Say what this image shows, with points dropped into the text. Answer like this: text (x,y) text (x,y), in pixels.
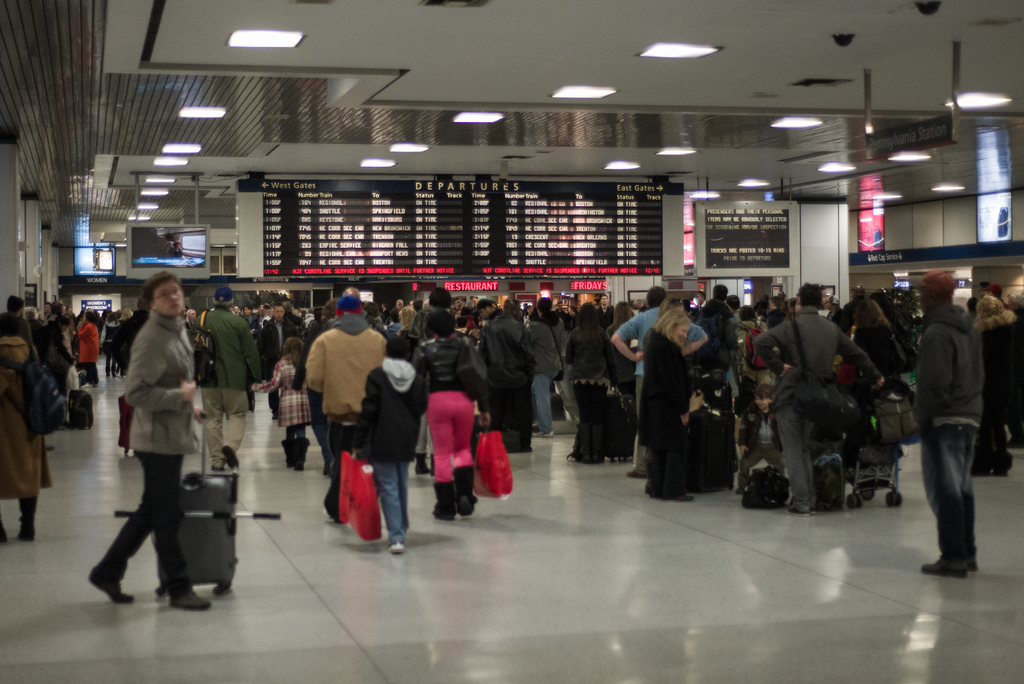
This picture might be taken in train station (242,486), in this picture there are some people (390,390) who are standing and some of them are walking and holding luggages (205,462) and in the background (447,229) there are some boards (607,230) and televisions (170,242). On the top (438,109) there is ceiling (519,67) and lights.
